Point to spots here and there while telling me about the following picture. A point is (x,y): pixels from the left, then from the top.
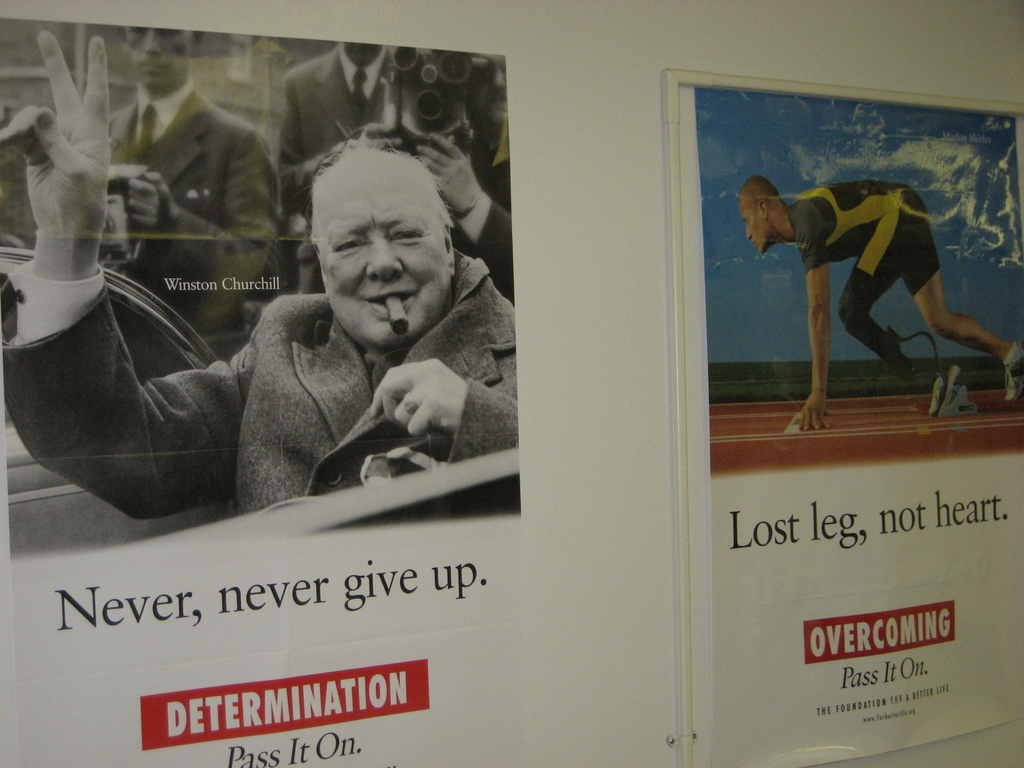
We can see posters (483,293) on a wall (626,265), on this posters (271,253) we can see people (394,188) and something written on these posters (816,567).
